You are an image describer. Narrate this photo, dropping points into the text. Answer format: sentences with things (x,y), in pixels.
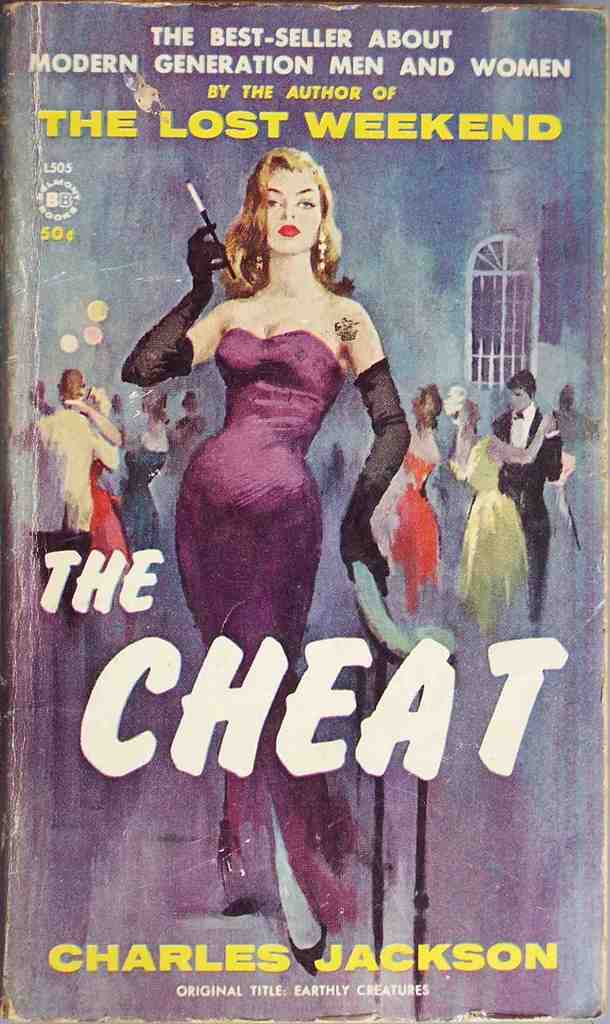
In this image we can see a cover page (305,468) of a book (413,461), on top of it, we can see some texts (57,952), also we can see few peoples' images (299,573).
